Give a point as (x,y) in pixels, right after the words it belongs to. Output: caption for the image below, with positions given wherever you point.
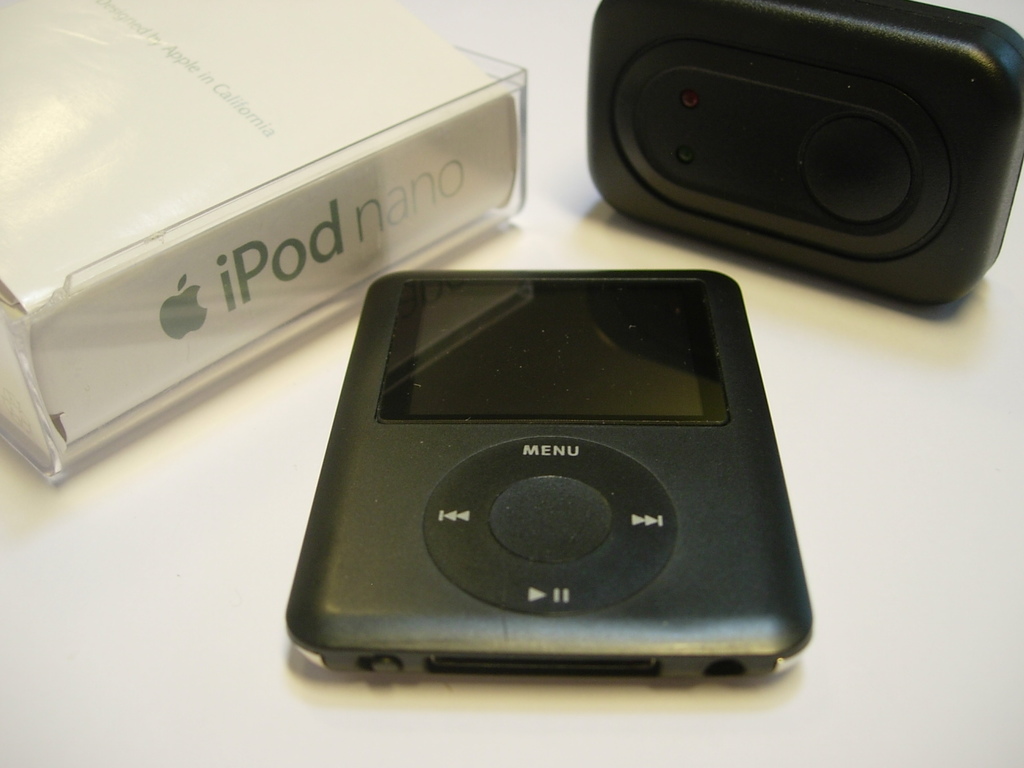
In this picture we can see two devices (358,345) and a box (280,175) and these three are placed on a platform (298,435).
